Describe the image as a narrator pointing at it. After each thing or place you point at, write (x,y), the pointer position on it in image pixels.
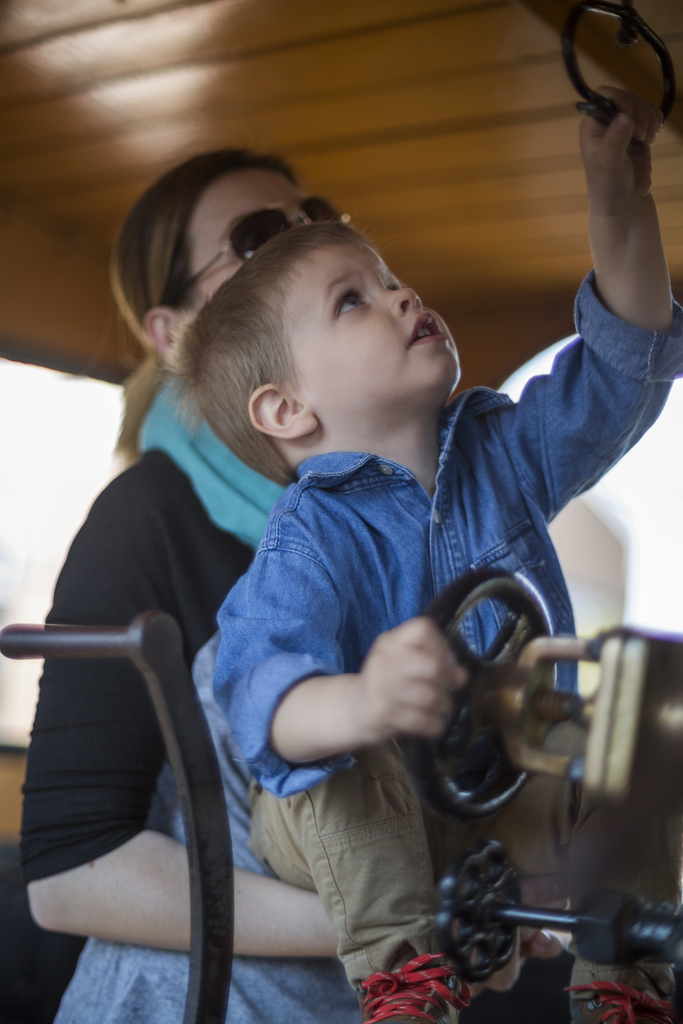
In this picture I can see there is a woman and a kid (237,348), the kid (246,348) is holding an object (479,775) and the woman (210,276) is wearing a scarf (236,469) and goggles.
